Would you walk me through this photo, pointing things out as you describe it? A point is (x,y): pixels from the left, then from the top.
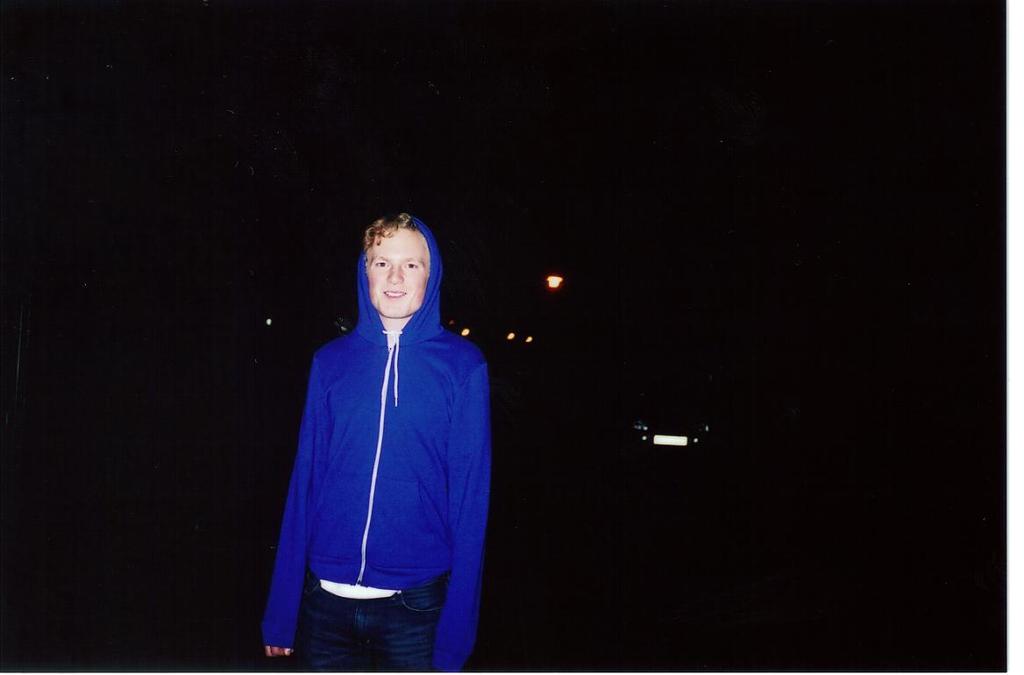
In the image in the center (395,428) we can see one person (373,442) standing and he is smiling, which we can see on his face (376,290) and he is wearing blue color jacket (422,389). In the background (695,439) we can see the lights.
